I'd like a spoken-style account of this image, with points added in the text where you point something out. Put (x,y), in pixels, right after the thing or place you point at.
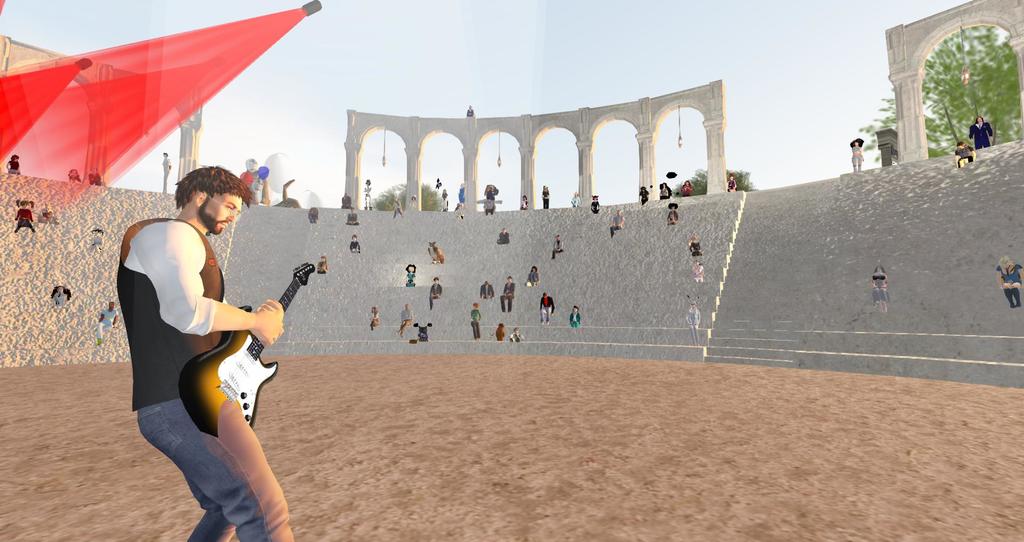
This looks like an animated image. I can see a person (235,409) standing and playing the guitar (233,367). There are few people (112,307) sitting and few people (108,319) standing. At the top of the image (319,9), I can see the show lights (149,47). Behind the stairs (799,241), I can see the trees (951,110).
